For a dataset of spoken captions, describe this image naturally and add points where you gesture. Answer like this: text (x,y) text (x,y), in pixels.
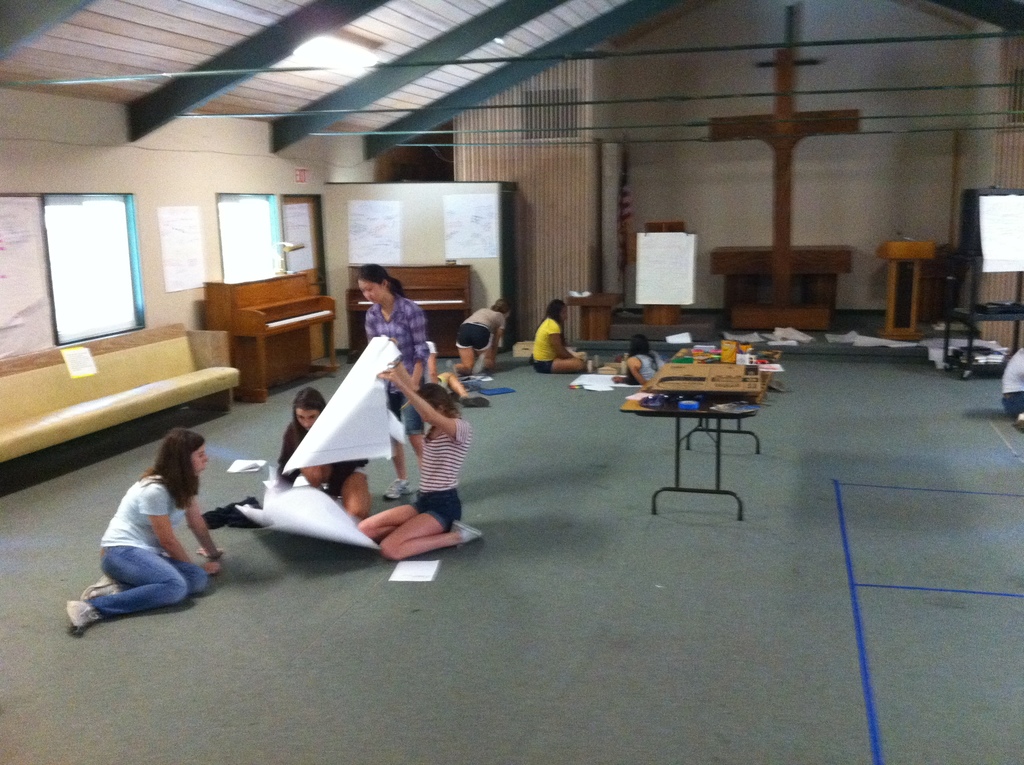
In a room (329,290) there is a sofa (91,405) placed and behind that there is a wooden piano (251,340) and across the room (90,257) there is a cross symbol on the wall (886,139). there are girls (119,526) sitting on floor (120,495) and drawing something chart papers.
